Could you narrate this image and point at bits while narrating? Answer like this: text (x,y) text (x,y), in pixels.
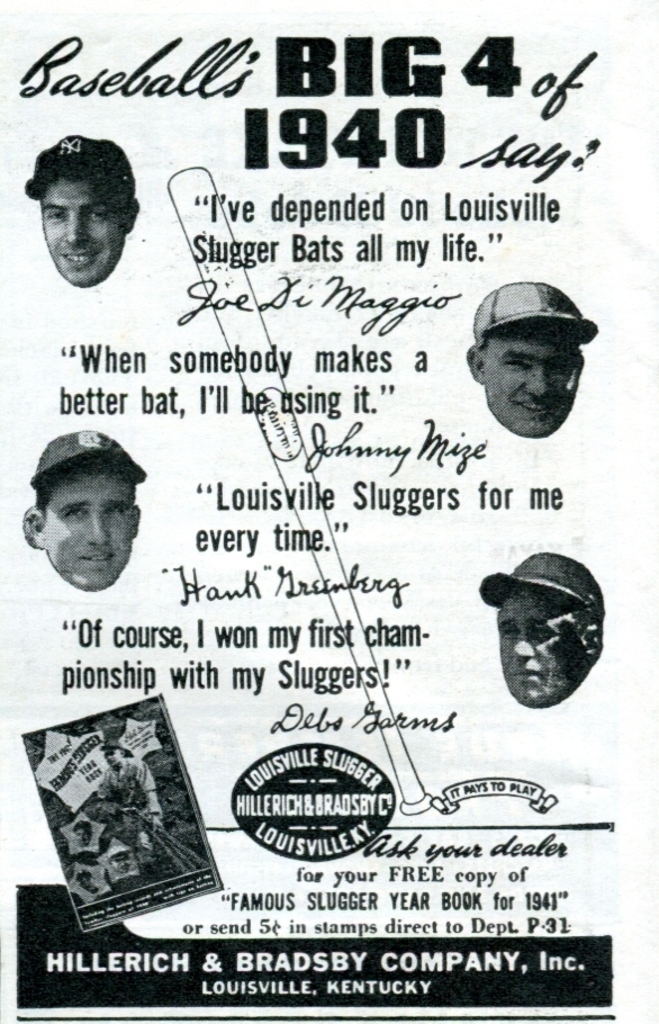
This is a poster (431,526). In this picture we can see the images of a few people (96,534), some text (336,878), numbers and a few things (131,713).
